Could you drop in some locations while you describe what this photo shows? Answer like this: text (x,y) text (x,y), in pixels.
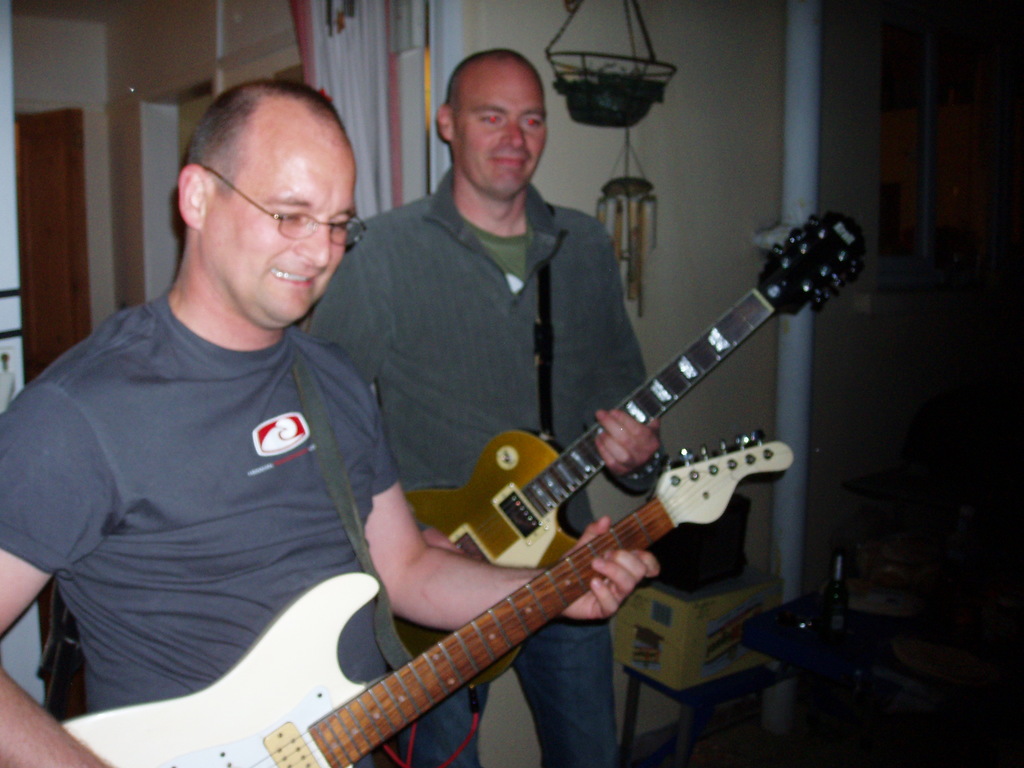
In this picture there are two persons (284,200) standing and playing guitars (526,462). On the right side of the image (702,602) there are cardboard boxes (771,586) on the stool (625,750) and there is a bottle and there are plates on the table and there is pipe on the wall (865,475) and there is a plant (593,98) hanging. On the left side of the image (326,45) there is a curtain (338,76) and there is a door (79,255).
